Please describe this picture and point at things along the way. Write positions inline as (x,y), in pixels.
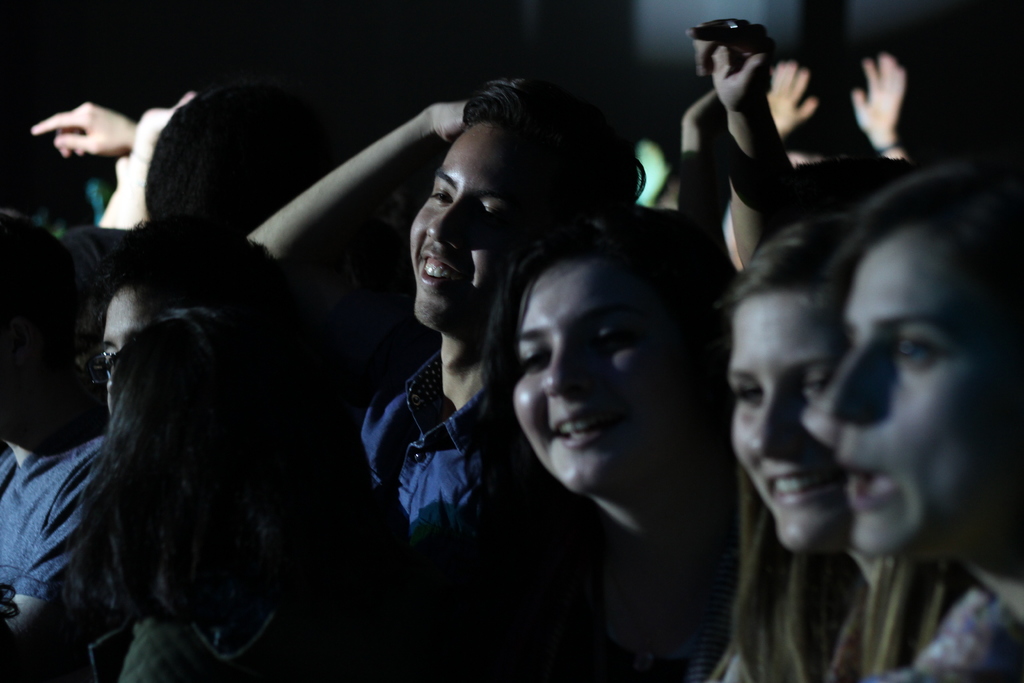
There are people (755,382) standing and smiling. A person (433,489) at the center (457,418) is wearing a blue shirt (436,479).
